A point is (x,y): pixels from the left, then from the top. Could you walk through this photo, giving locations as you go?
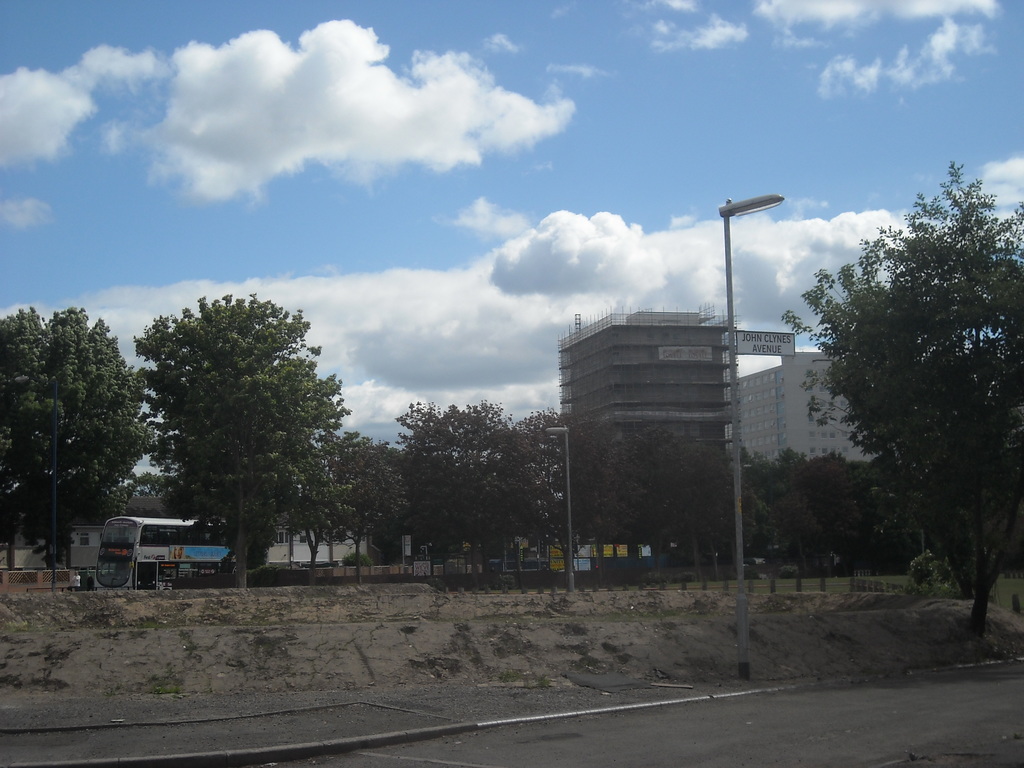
In this picture we can see few poles (568,526), trees (396,505) and vehicles (182,529), in the background (791,428) we can find few buildings (807,449), hoardings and clouds (479,212).
